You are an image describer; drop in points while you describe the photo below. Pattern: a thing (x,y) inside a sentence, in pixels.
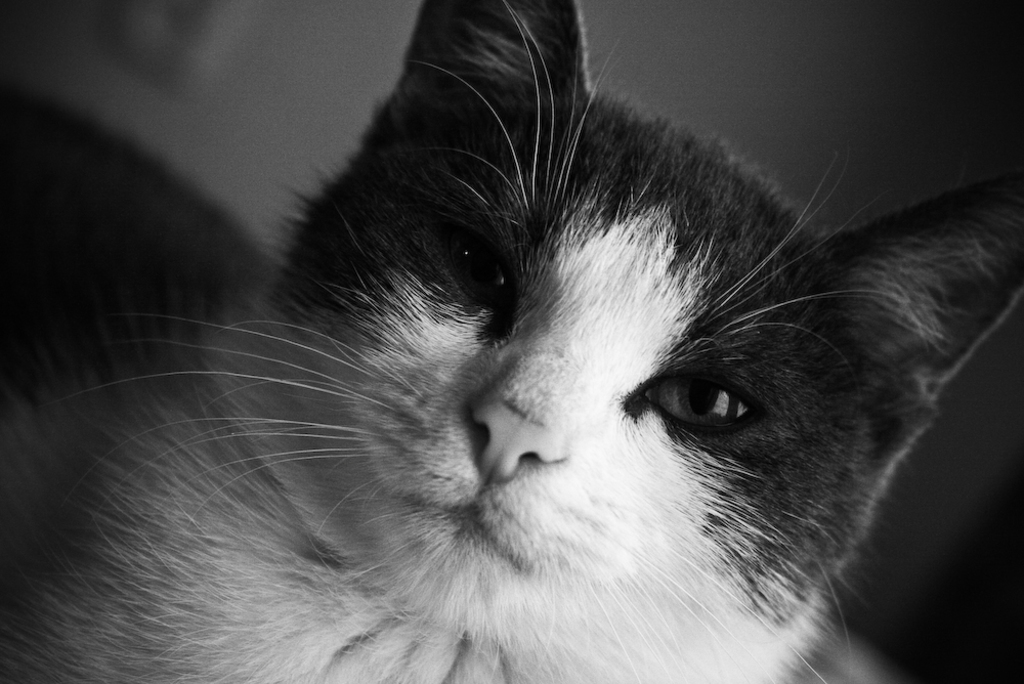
This is a black and white image. In this image we can see a cat (510,417).
